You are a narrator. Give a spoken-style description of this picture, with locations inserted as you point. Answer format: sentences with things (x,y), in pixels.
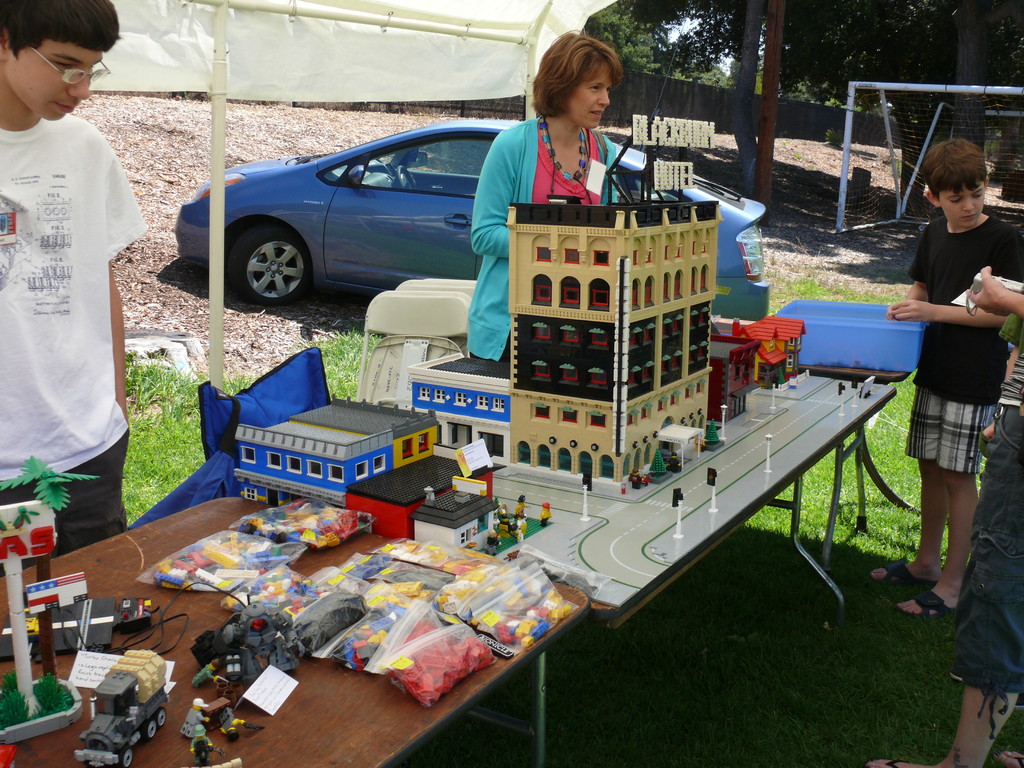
In this picture we can see one woman (562,118) and two boys (29,400) where here this boy (92,435) is looking at toys (670,467) such as building blocks (149,696), wires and beside to them we have car (306,179), basket (825,307), rods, trees (820,80), wall (727,98).
